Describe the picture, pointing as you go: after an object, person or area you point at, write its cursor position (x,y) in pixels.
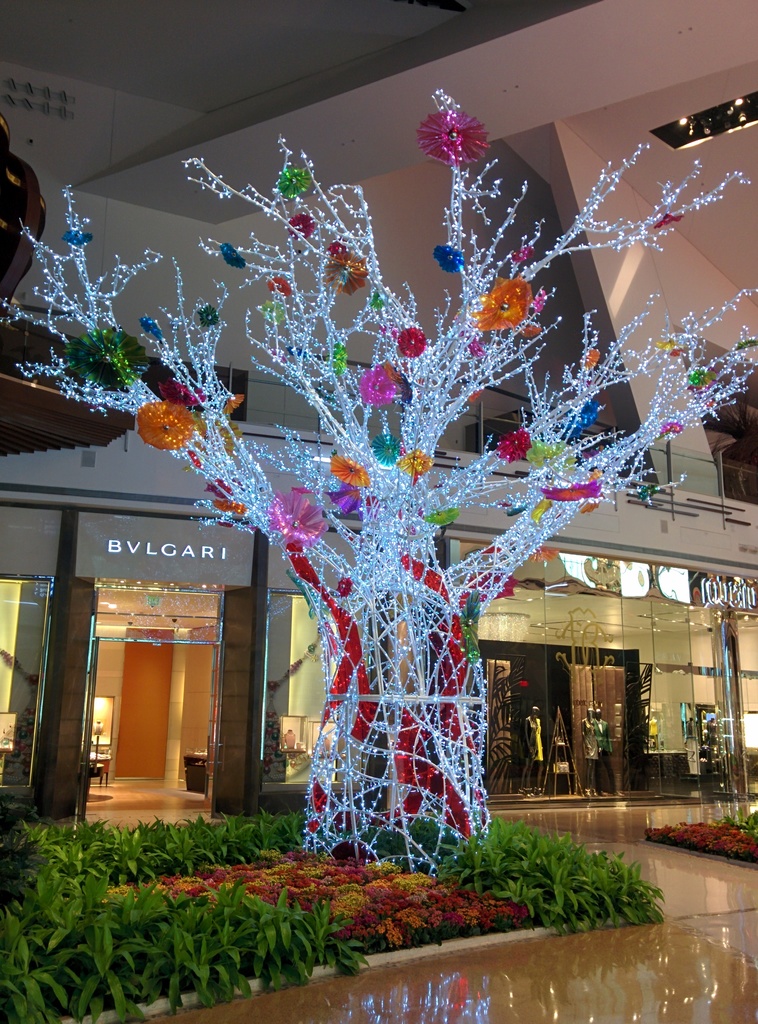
In the picture we can see lights (283,337) which are decorated in the shape of tree (188,381), there are some plants (240,848), flowers (452,910) and in the background (579,591) there is glass door (179,593) and top of the picture (334,119) there is roof (362,129).
